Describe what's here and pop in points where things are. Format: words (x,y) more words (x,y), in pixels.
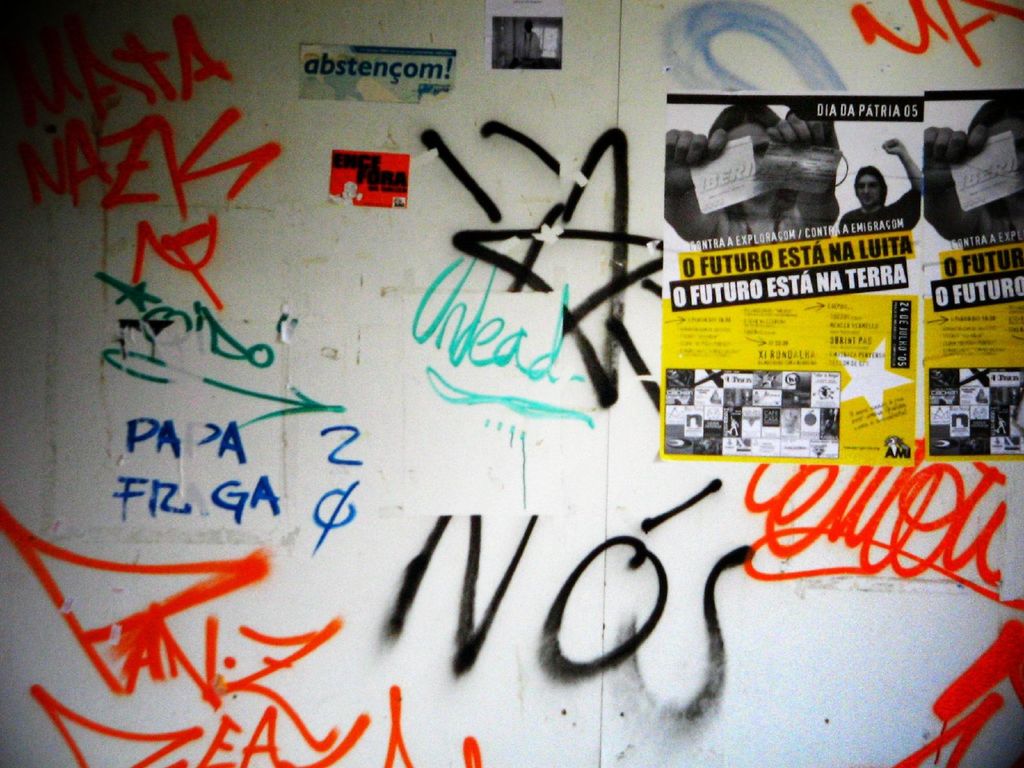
In this picture I can see couple posters (883,363) with some text (851,335) and I can see text (563,590) on the wall (504,595).
